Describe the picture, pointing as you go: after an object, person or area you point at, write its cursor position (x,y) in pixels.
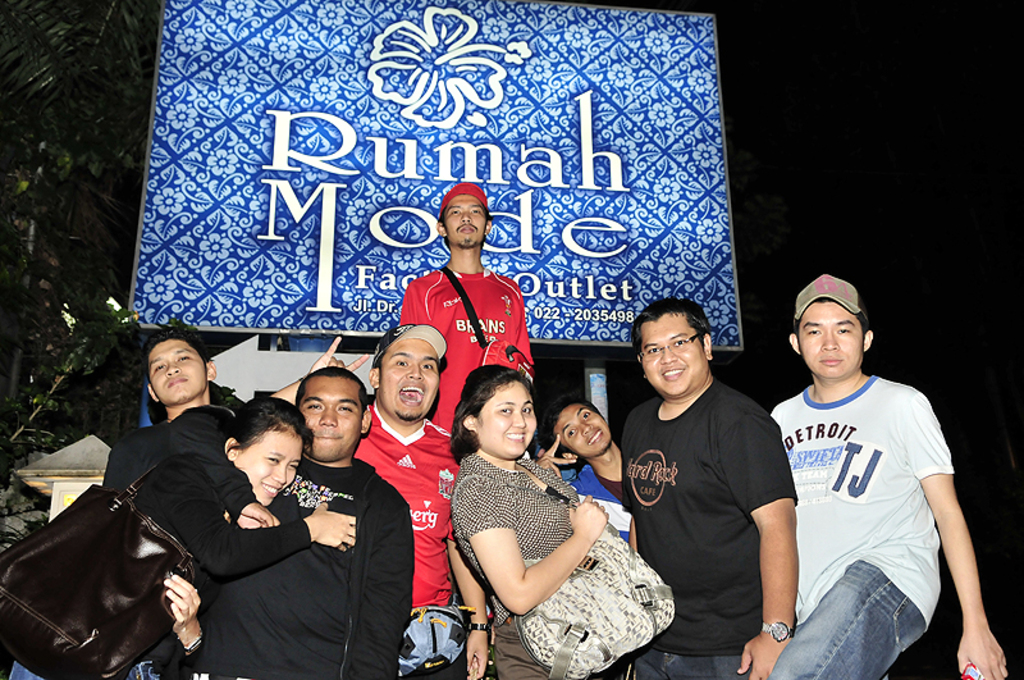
In this image I can see there are few persons (885,379) and they are smiling and standing in front of the board (201,293), on the board (470,132) I can see text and colorful designs (534,143).
